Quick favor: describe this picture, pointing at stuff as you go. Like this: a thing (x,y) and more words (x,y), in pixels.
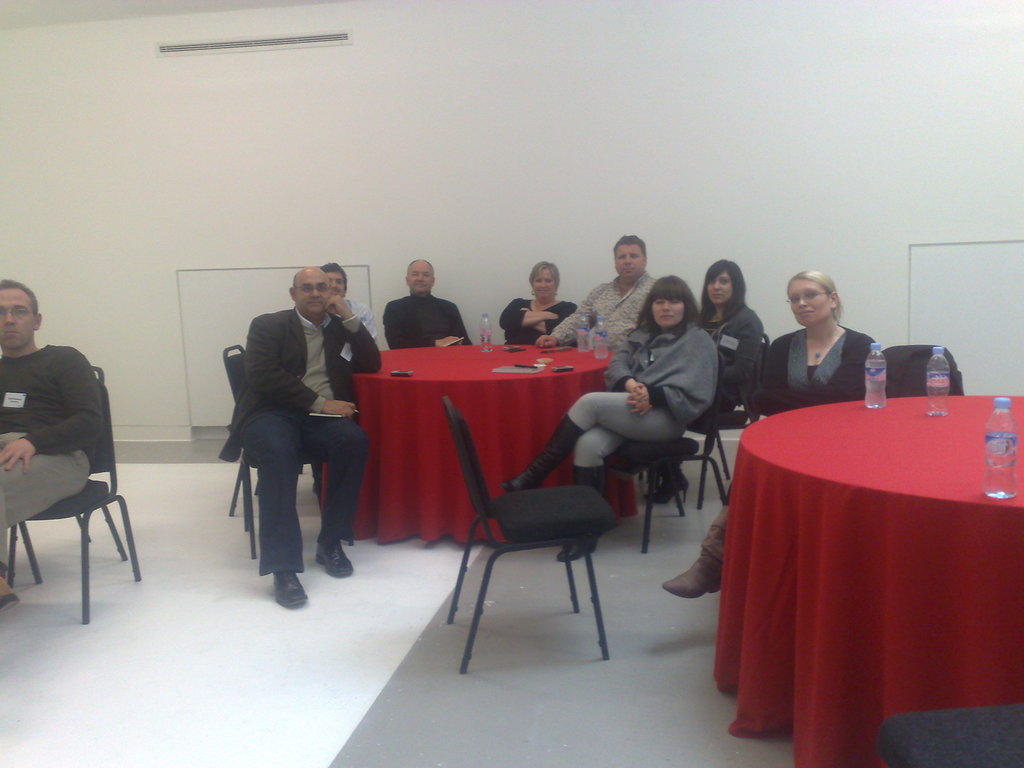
As we can see in the image there are people (277,379) who are sitting on the chair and in front of them there is a table (513,388) which is covered with a red cloth (468,416) and at the back (312,168) there is a wall (613,146) which is of white colour.
